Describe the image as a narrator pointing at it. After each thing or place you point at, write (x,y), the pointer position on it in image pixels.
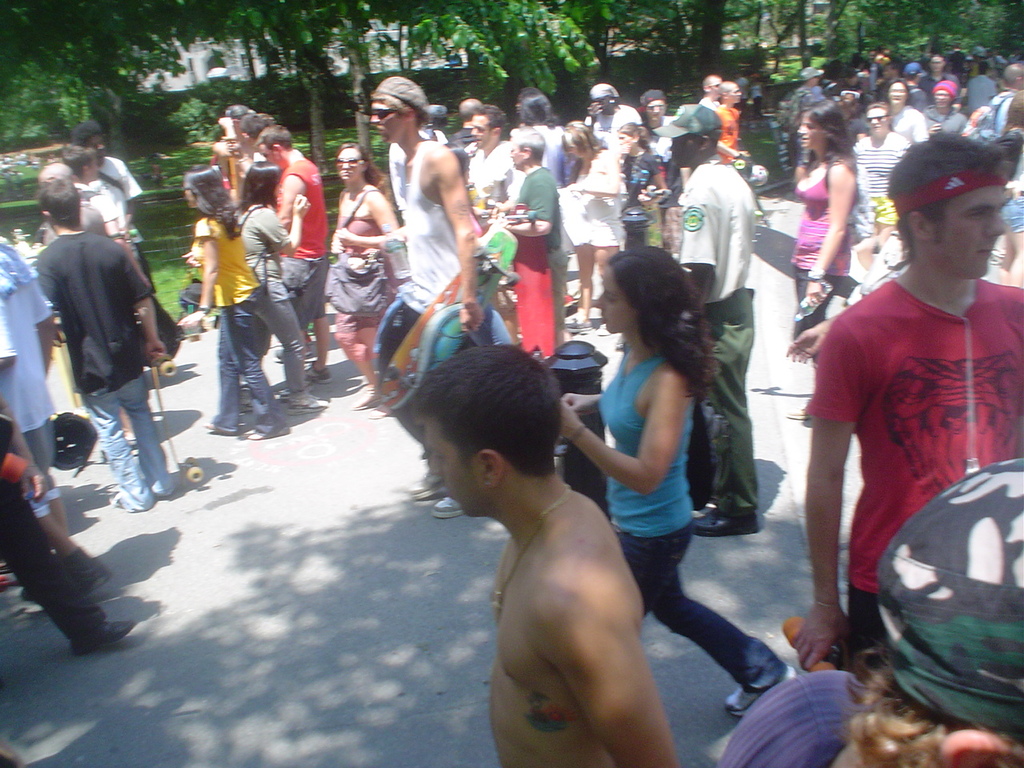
At the bottom of this image (675,533), there are persons (427,185) in different color dresses (985,423) on a road (451,671). In the background (36,132), there are trees (319,108), plants (742,66) and grass (162,218) on the ground (149,227).
